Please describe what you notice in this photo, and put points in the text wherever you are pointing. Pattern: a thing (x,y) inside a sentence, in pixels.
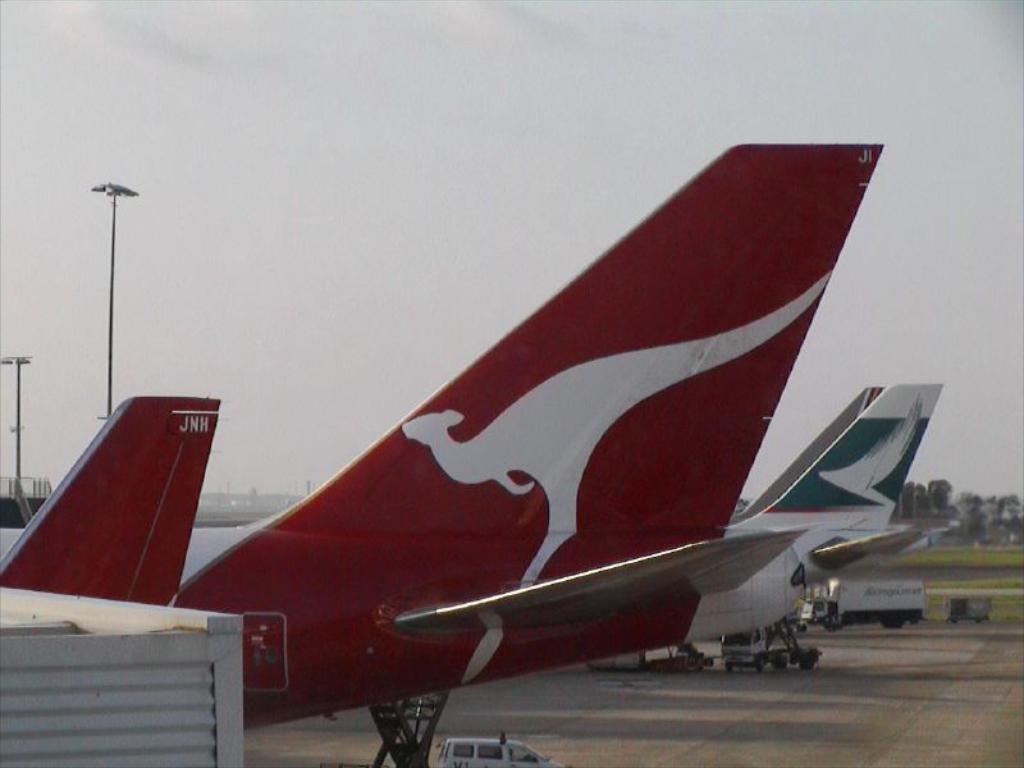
In this picture we can see airplanes (508,520) and vehicles (825,623) on the ground (673,729), poles (17,447), trees (950,509), grass (1004,551) and in the background (783,443) we can see the sky (523,163).
